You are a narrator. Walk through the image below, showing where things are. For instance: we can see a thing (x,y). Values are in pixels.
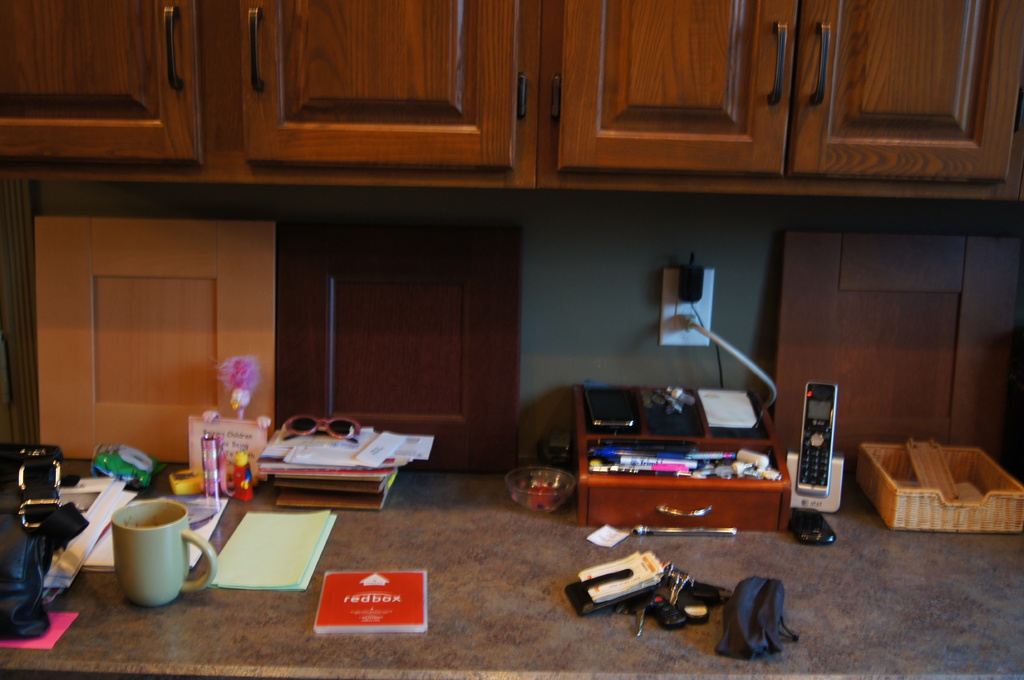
In this image I can see a cup (149,544), shades (303,424), books (340,499) and some other objects (648,514) on a surface (466,547). Here I can see wooden cupboards (475,120) and some other objects (664,297) attached to the wall (544,287).
